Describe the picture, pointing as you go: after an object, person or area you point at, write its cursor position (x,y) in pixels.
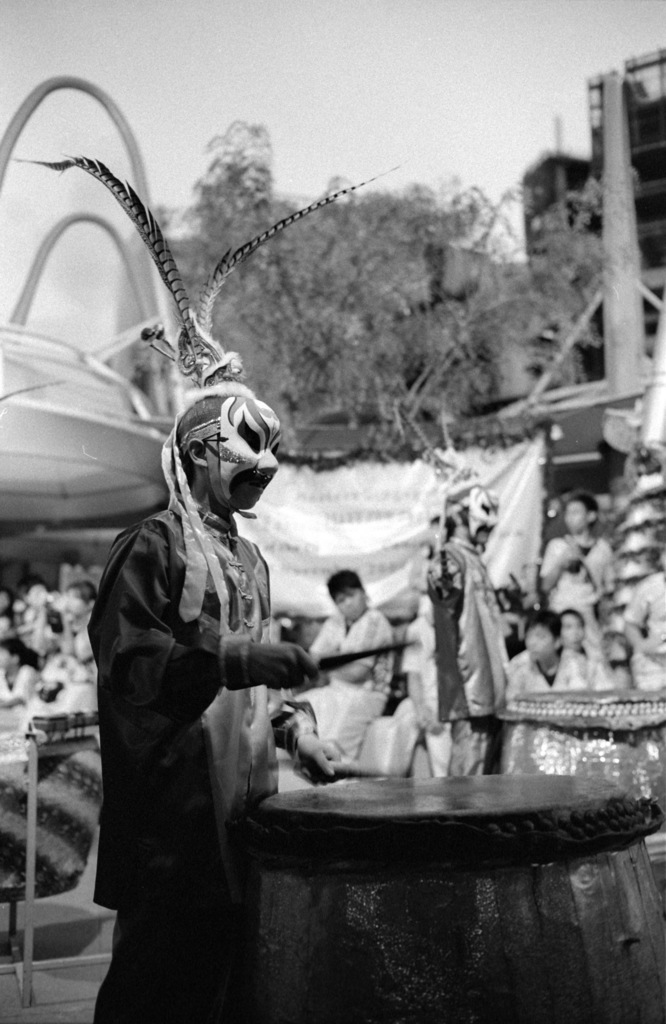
This is a black and white image. Here I can see two persons (264,586) wearing masks (222,467) to their faces (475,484), standing and playing the drums (662,695). In the background (615,641), I can see a crowd of people (628,641) and there is a banner (380,532) on which I can see some text (373,506). On the left side (111,446) there is a construction (118,400). In the background (450,293) there are trees (312,306) and buildings (650,250). At the top of the image (394,78) I can see the sky (394,101).
